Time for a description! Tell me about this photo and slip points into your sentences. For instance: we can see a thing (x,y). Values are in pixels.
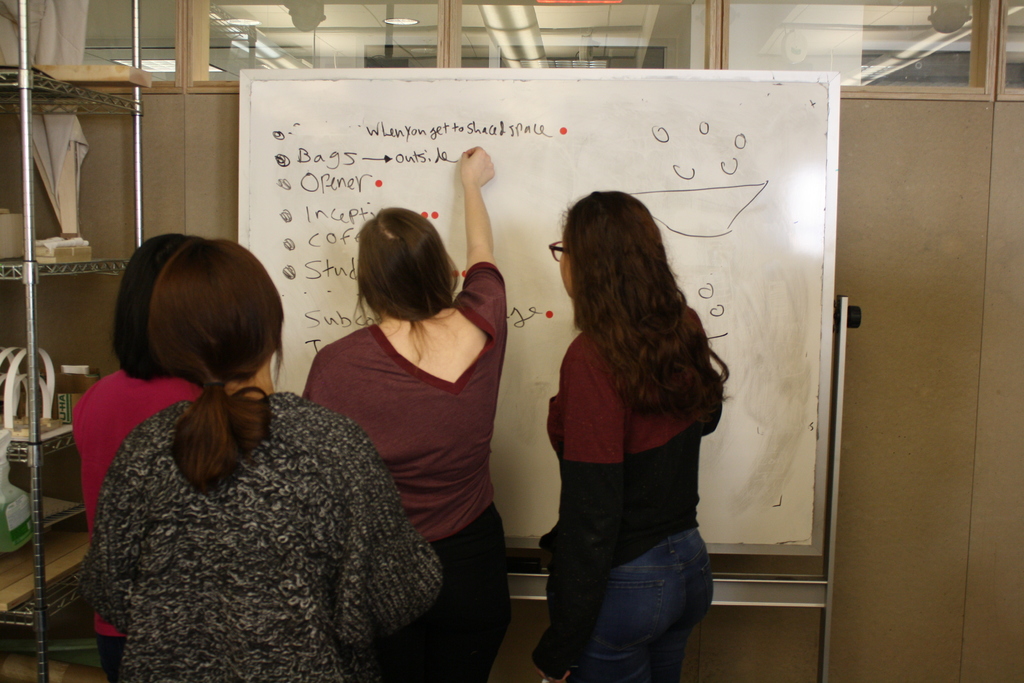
In this picture we can see there are four women (263,522) standing and a woman (411,434) is writing something on a white board (497,196). On the left side of the people (191,468) there are some objects (91,376). Behind the board (500,211) there is a wall (913,157) with glass windows (665,31) and at the top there are lights (404,26).
